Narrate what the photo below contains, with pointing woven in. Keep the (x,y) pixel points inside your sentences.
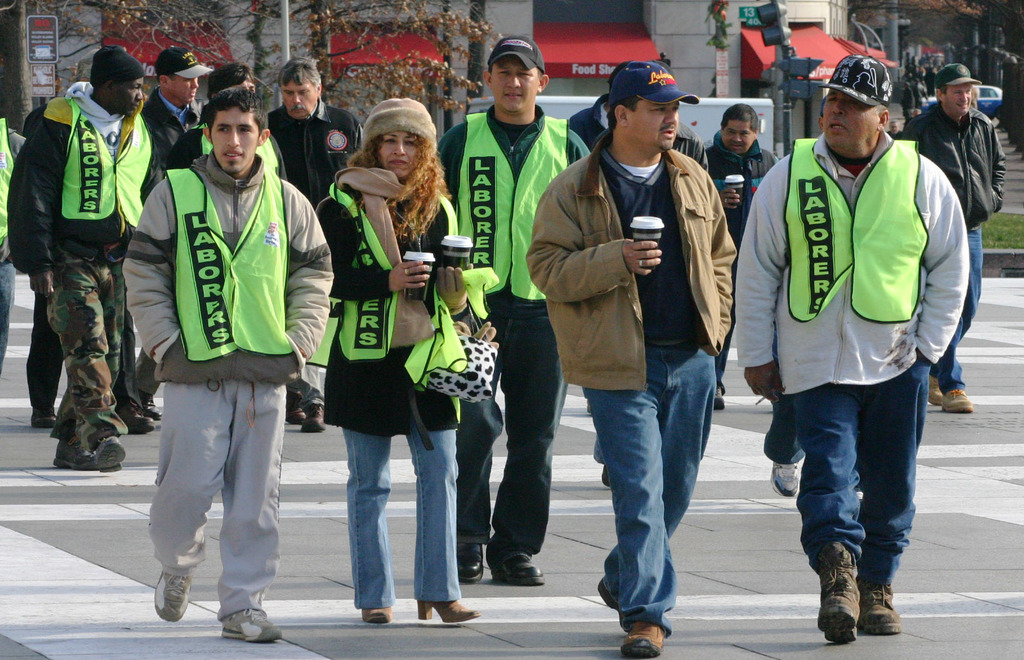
In this image we can see a crowd (468,308) walking on the road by holding disposable tumblers (451,253) in their hands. In the background (38,60) we can see buildings (276,56), trees (404,61), poles (782,76), information boards (758,21), traffic lights (772,41) and ground (991,227).
